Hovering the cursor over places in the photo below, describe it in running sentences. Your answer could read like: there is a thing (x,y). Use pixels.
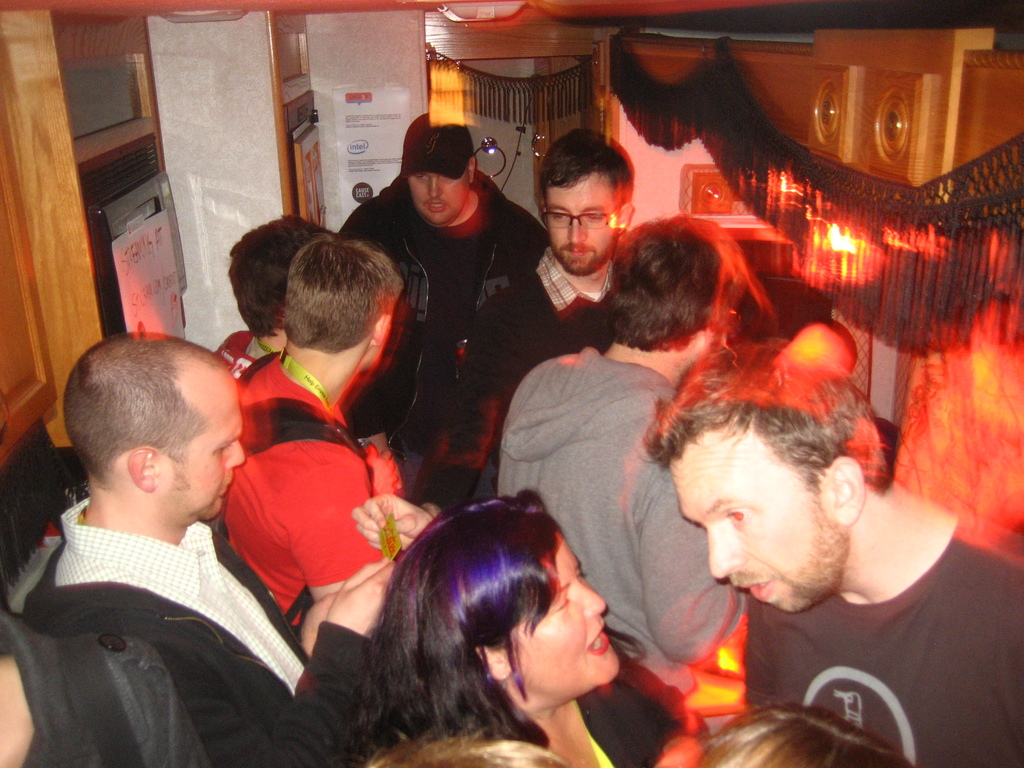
In the center of the image (596,287) there are few people (483,433). In the background of the image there is a door (498,72). To the right side of the image (818,100) there is a wooden cabinet (833,77).
